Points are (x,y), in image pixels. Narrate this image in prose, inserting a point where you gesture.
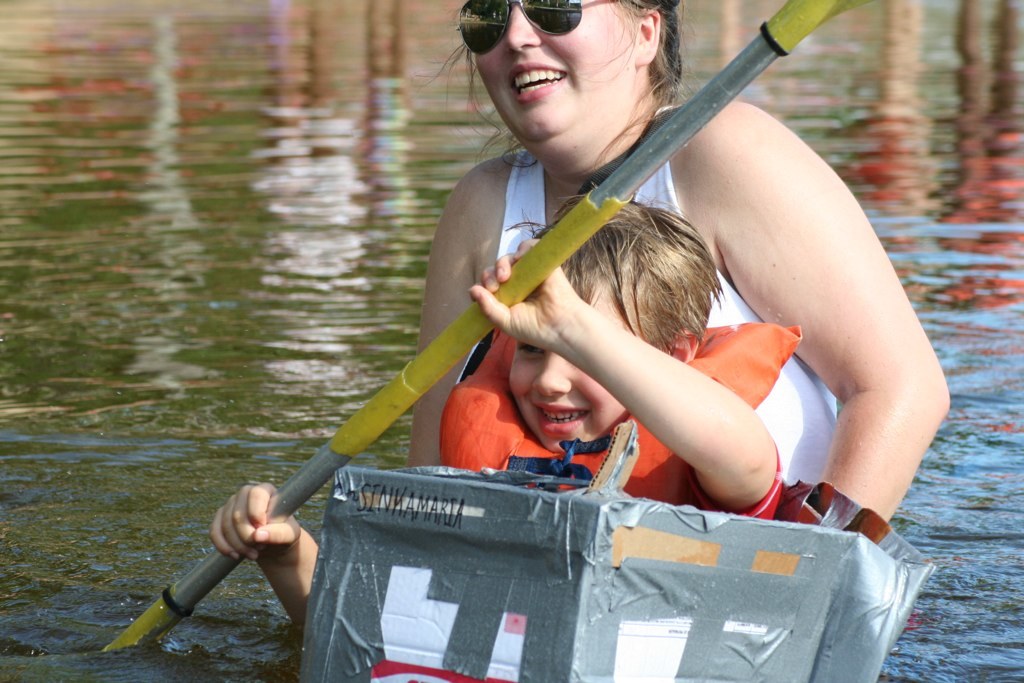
In this image we can see water (866,108), woman (733,254), boy (610,302) and boat (369,510). Boy (610,340) wore jacket (594,442) and holding a rod (473,330). Women (599,119) wore goggles (544,3).
